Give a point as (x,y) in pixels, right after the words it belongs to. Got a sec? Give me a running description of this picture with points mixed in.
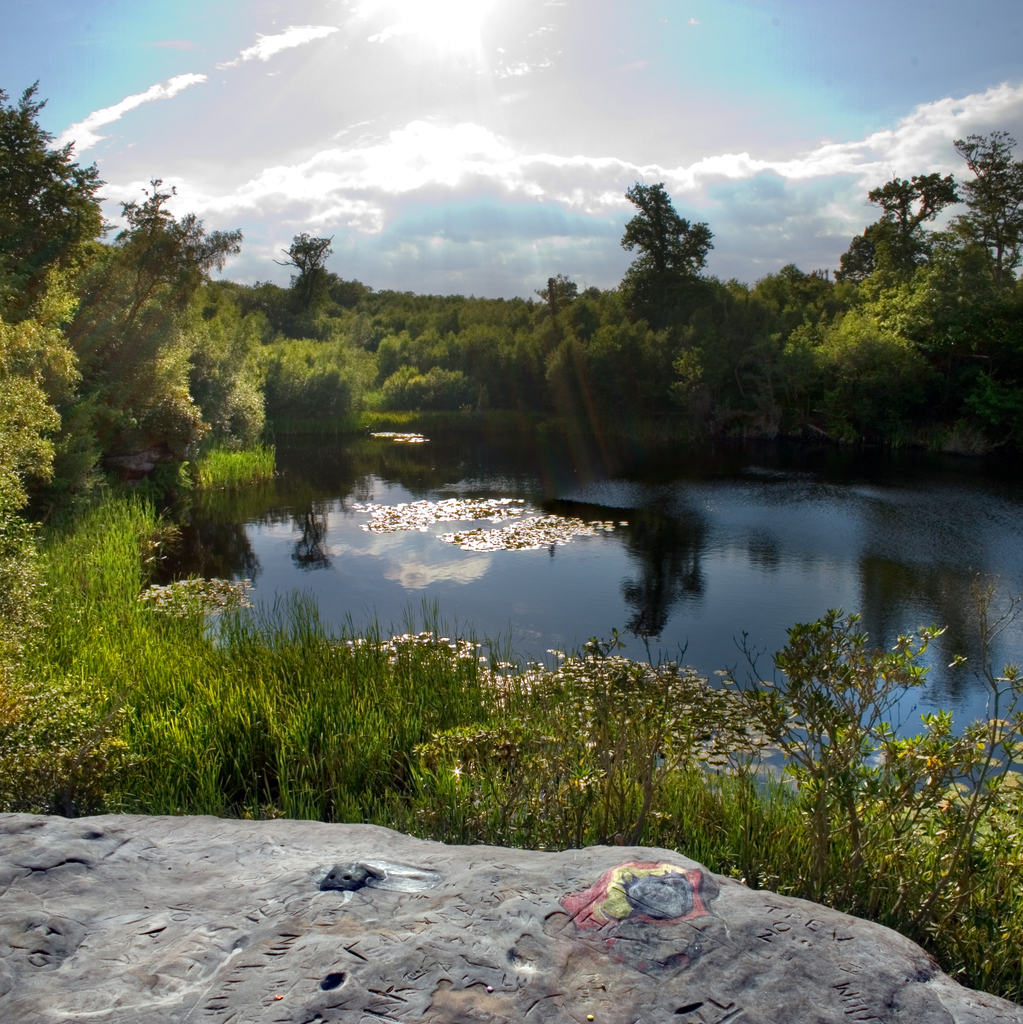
In this image, we can see some trees (327,339) and plants (381,742). There is lake (569,489) in the middle of the image (523,489). There is a rock (613,867) at the bottom of the image (580,928). There is a sky (597,176) at the top of the image (649,63).
